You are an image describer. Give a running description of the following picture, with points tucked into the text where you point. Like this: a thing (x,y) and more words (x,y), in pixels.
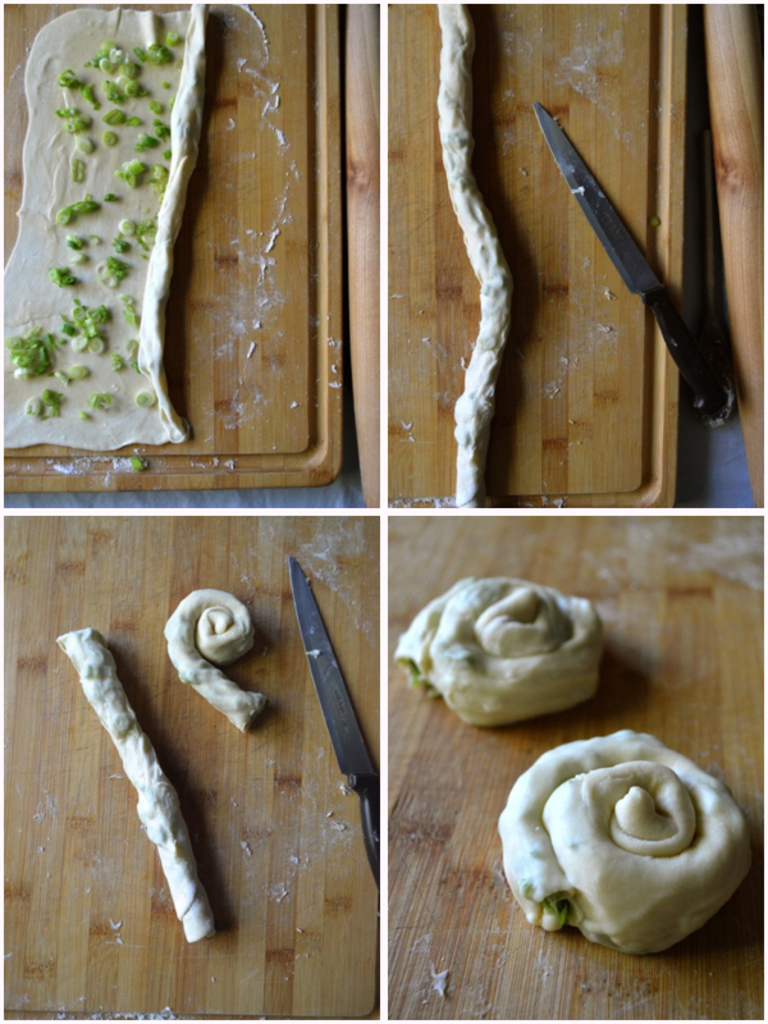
This image is a collage image, we have four images so we have a chop board (307,376) in every image and there is some food (100,204) kept on this chop board (245,284), and there is a knife (616,237) at right side of this image (619,267) and there is one another knife (333,684) at left side of this image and there is some food (562,802) which preparing on this chop boards (402,885).
